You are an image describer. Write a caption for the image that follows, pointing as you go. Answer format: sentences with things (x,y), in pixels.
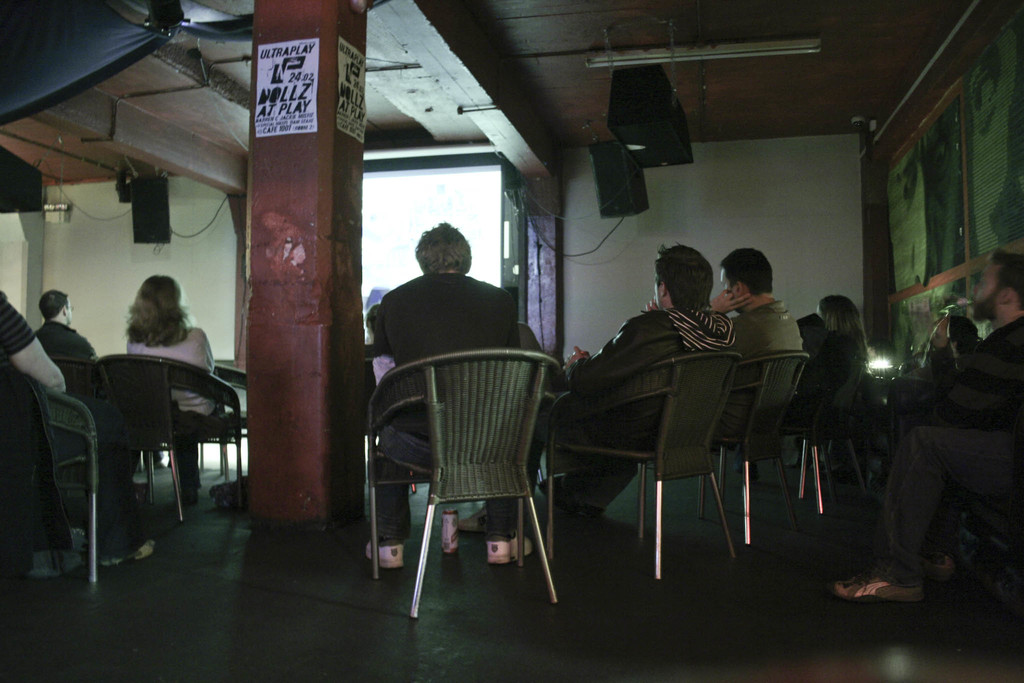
The picture consists of few people (685,330) sat on chair (767,440) looking at screen (416,214) on the wall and there is a pillar (330,250) in the middle (359,387).
